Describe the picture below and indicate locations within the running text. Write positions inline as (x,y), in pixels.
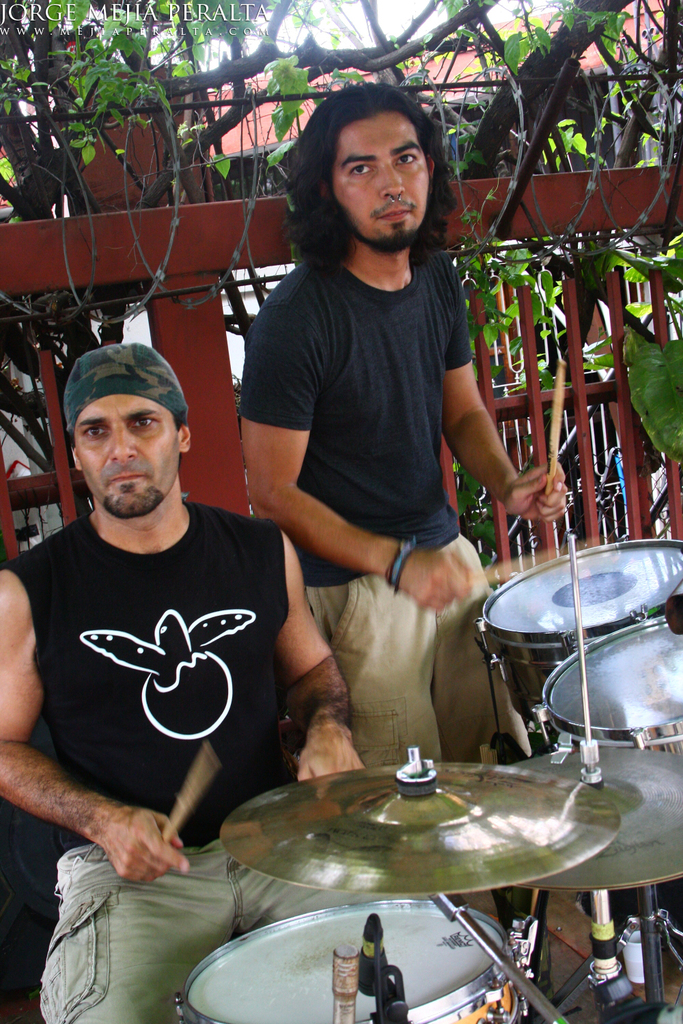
In the image there are two men (391,545) one person (368,485) is standing and another person (254,651) is sitting both of them are playing drums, in the background (126,226) there is a fence (186,244) of red color behind it there are some branches (279,54) and sky (298,40).
